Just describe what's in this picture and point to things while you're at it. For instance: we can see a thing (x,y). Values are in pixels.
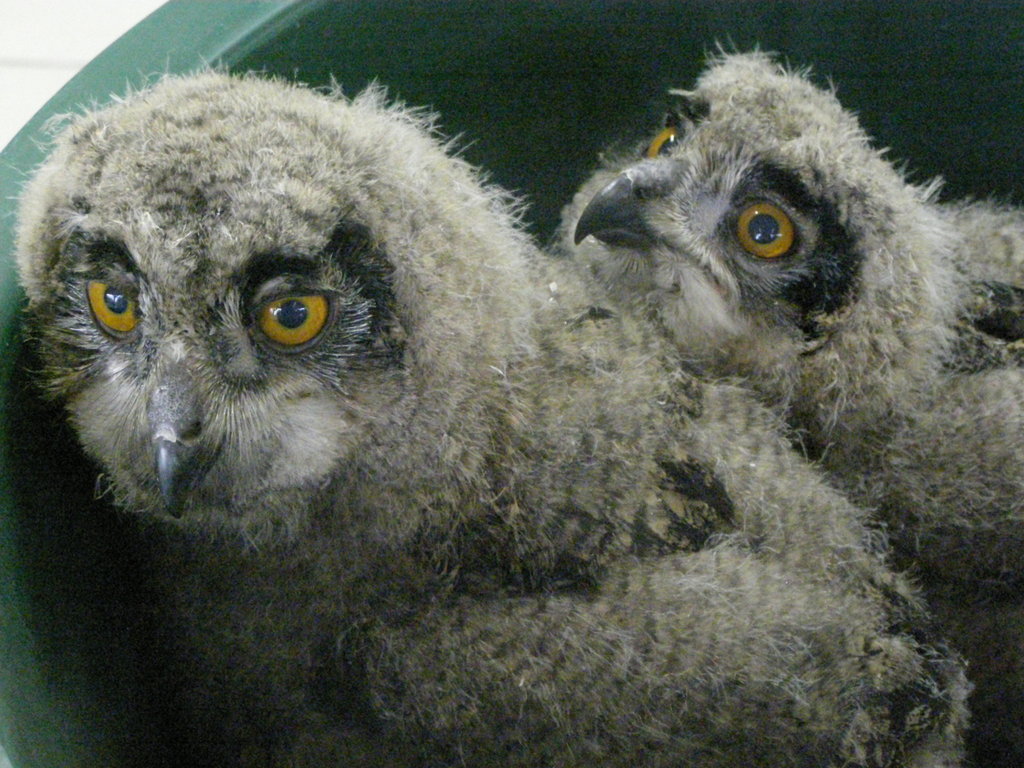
This picture shows a couple of owls (751,245) in the plastic tub (336,44).
